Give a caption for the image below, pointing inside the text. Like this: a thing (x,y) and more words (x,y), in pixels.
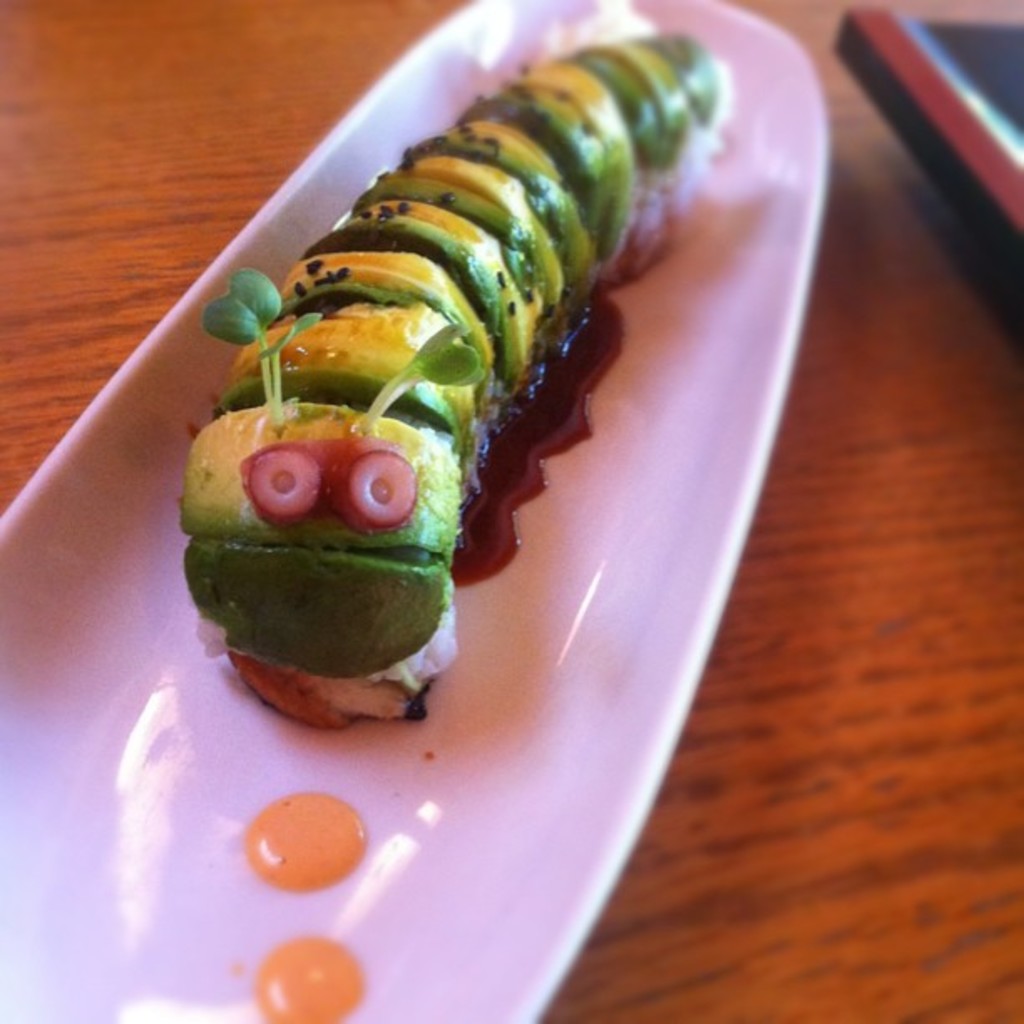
This image consists of a food item (423,616) kept on a plate (240,817). At the bottom (798,823), there is a table (809,857).
